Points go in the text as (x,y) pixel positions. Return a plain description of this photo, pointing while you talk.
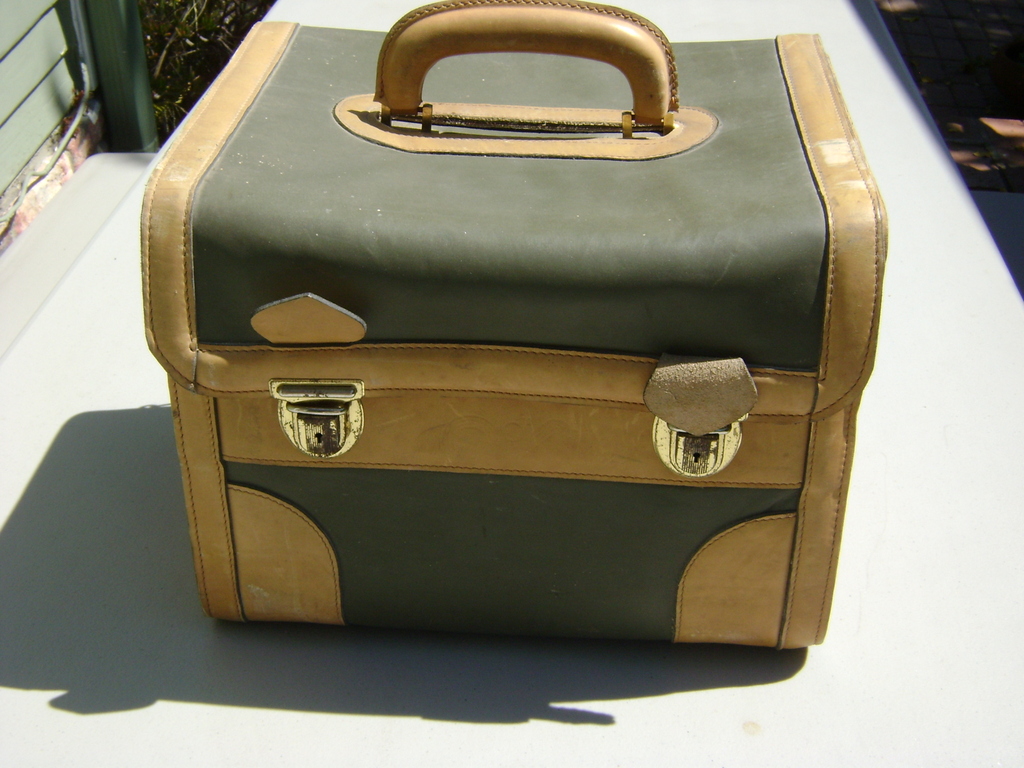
In this picture there is a bag (386,434) with two clips (657,424) placed on the table (902,421). There is a handle (466,23). The table (896,258) is in white color.
